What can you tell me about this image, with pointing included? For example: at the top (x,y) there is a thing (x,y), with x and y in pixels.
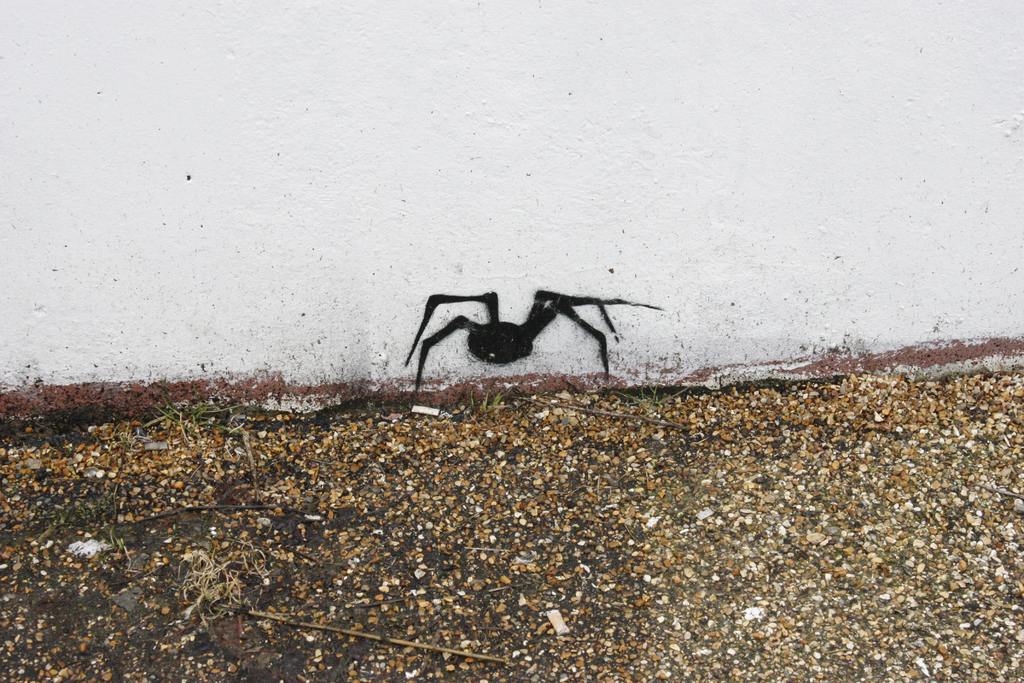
In this image I can see the ground (607,523) and the white colored wall (488,129). On the wall (458,148) I can see the black colored painting (598,301) of an insect (477,348).
